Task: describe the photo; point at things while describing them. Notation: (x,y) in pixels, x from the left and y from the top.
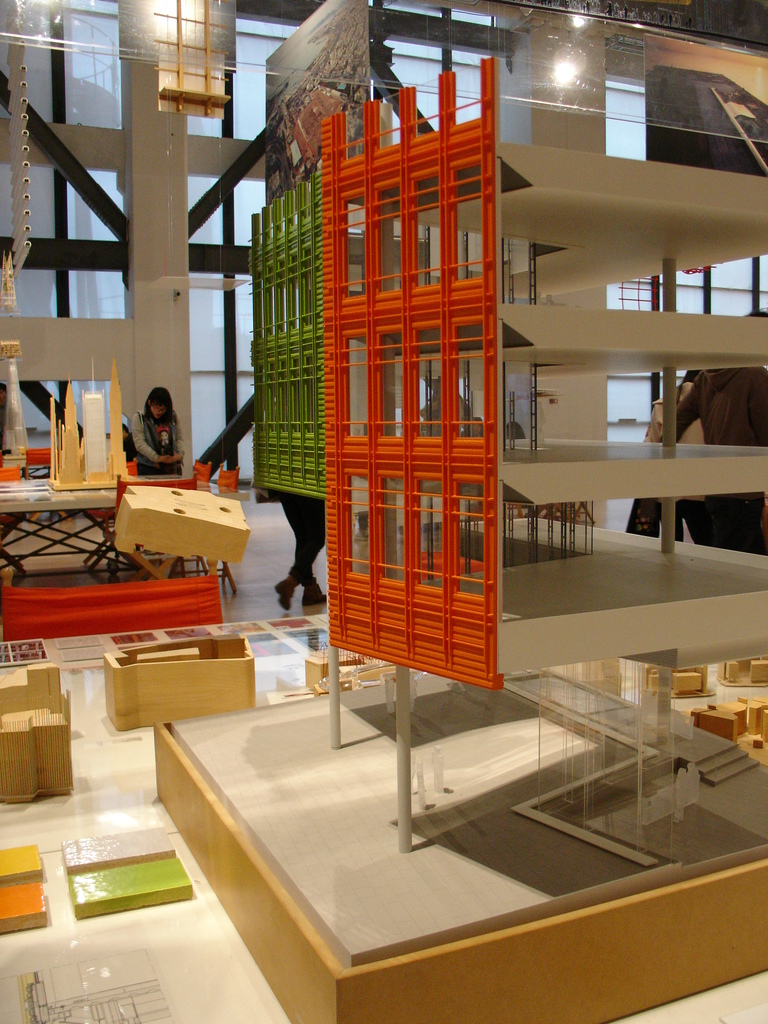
This image consists of some persons (174,431). In which we can see the blocks (191,542) and buildings (478,482) made up of those blocks (412,458). At the bottom (151,987), there is a table (221,1010). In the background (208,293), we can see the pillars (185,433).
